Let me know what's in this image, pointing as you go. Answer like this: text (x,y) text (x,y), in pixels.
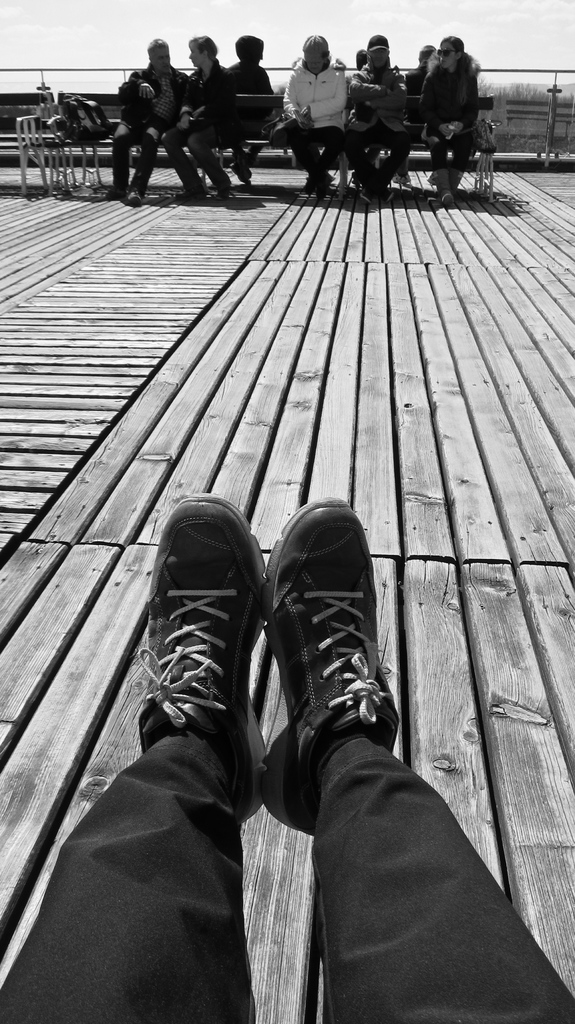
This is a black and white image. There are a few people (141,124). We can see some benches (98,137) with objects (73,128). We can see the wooden surface (351,395) and the fence (554,150). We can also see the sky (428,13).
